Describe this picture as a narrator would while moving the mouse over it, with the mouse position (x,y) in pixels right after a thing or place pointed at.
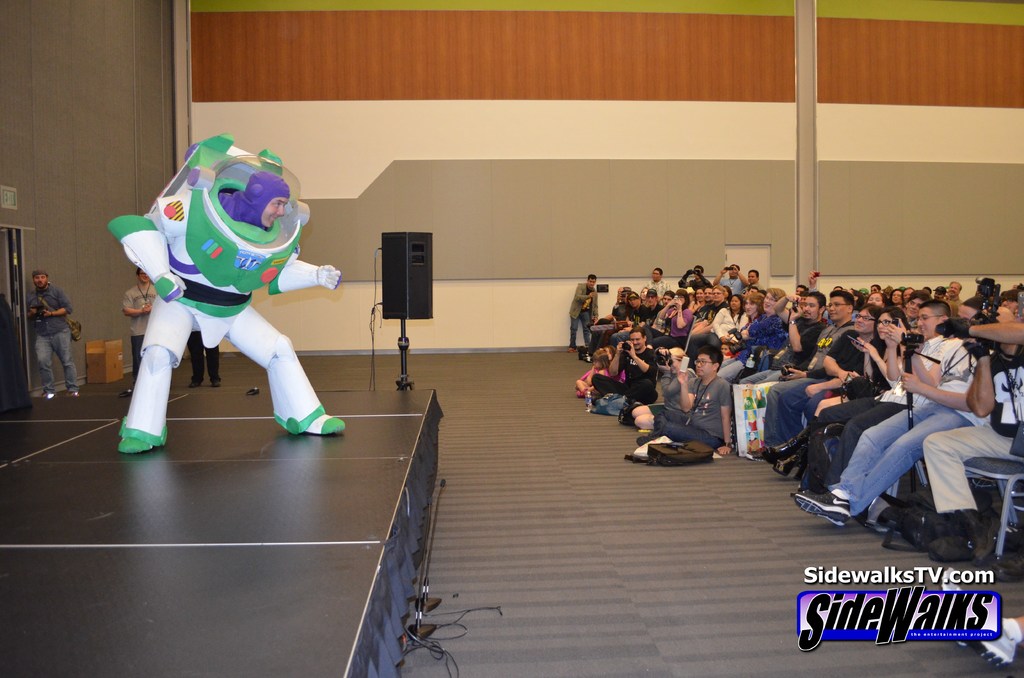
In the picture I can see a group of people (837,364) are sitting and holding cameras (662,361) in hands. On the left side (145,402) I can see a person (152,445) in a costume (176,284) on the stage (159,461). In the background (144,308) I can see some people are standing, sound speakers (397,296), wall (591,124) and some other objects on the ground (558,453). I can also see a watermark (857,630) on the image.
